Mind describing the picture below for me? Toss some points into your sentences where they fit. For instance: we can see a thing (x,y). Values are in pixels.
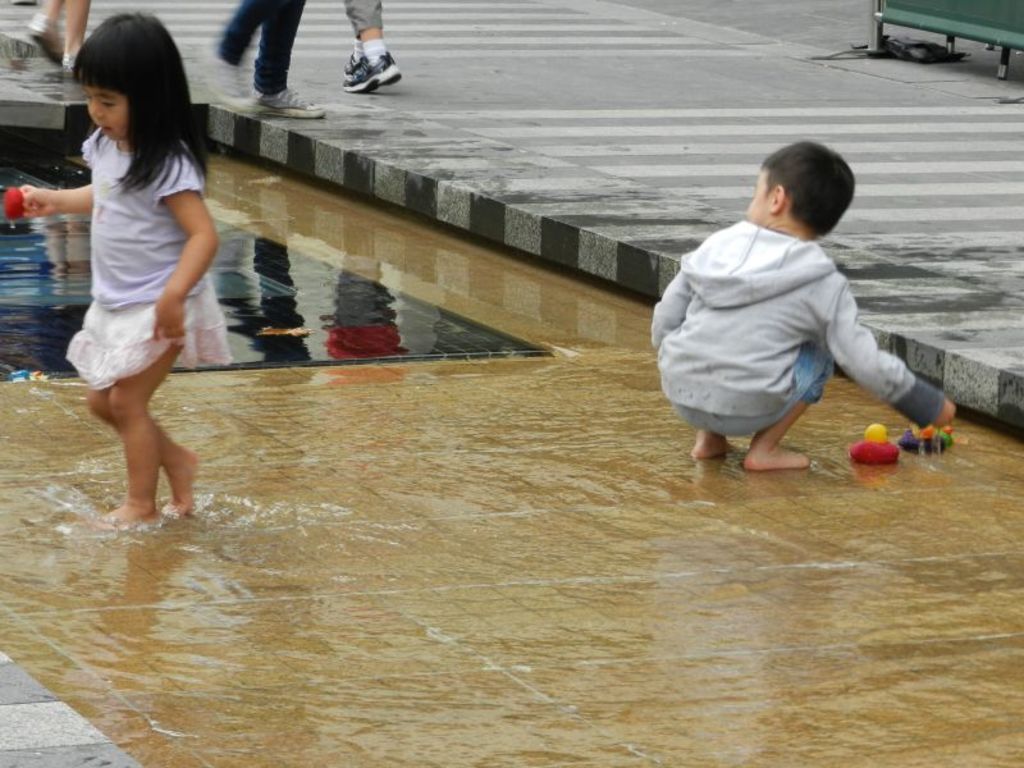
In this image in front (828,291) there are two children (862,374) in the water (663,557) and they are holding the toys (883,431). In front of them there are three people (36,17) walking on the road (628,98). On the right side of the image (1018,14) there is some object (1001,48).
